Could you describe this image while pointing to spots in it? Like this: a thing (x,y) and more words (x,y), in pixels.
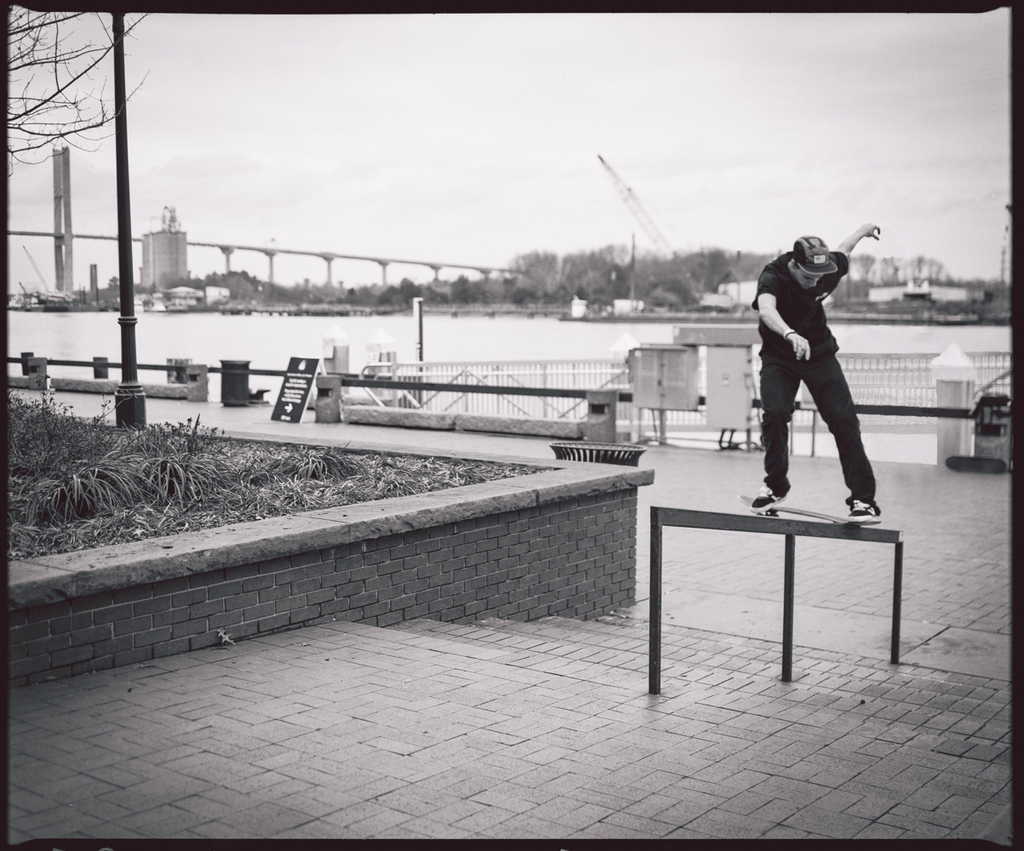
This is a black and white image. I can see a person (817,350) standing with a skateboard (768,514) on an iron rod (808,526). On the left side of the image (98,521), there are plants (157,456) and a pole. I can see the iron grilles (543,374), a dustbin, board (286,382), buildings (163,266), trees (673,277), crane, bridge (60,225) and water (478,353). In the background (456,88), there is the sky (520,88).
